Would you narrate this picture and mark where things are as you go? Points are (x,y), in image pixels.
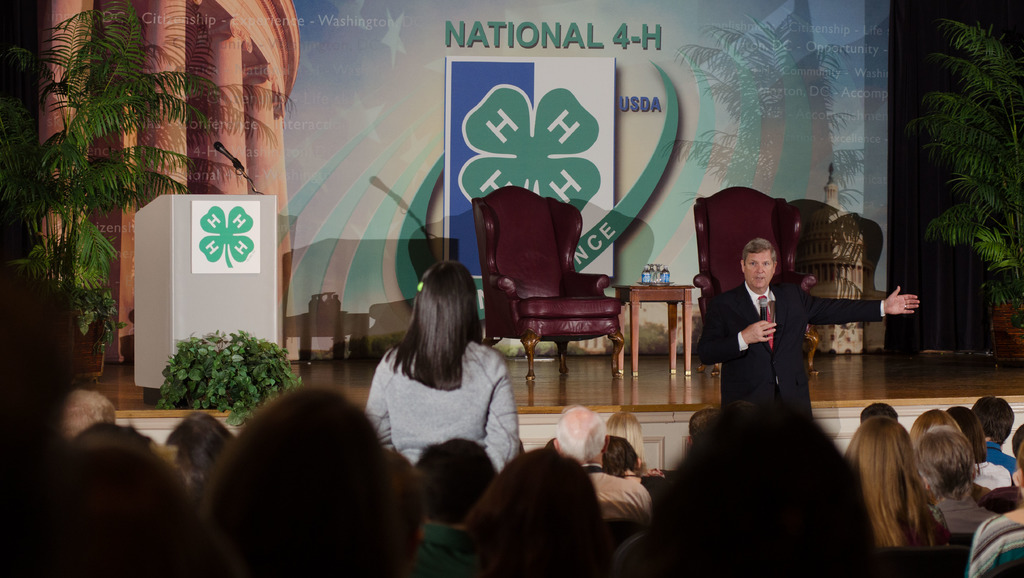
Here we can see a man (797,323) standing with a microphone (765,311) in his hand (759,324) speaking something and in front of him there are group of people (372,545) sitting and a woman (465,387) Standing and on the stage (538,396) we can see a couple of chairs (715,282) and a table (688,295) present and there are plants (105,266) and a speech desk (178,273).
